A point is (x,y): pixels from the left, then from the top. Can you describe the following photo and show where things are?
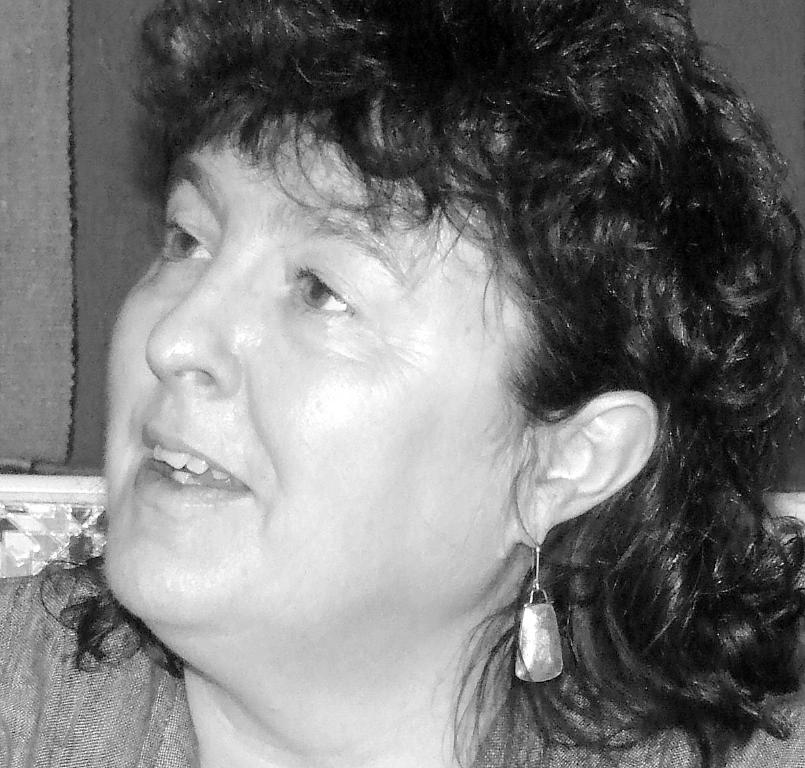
This is a black and white image of a person (148,274).
